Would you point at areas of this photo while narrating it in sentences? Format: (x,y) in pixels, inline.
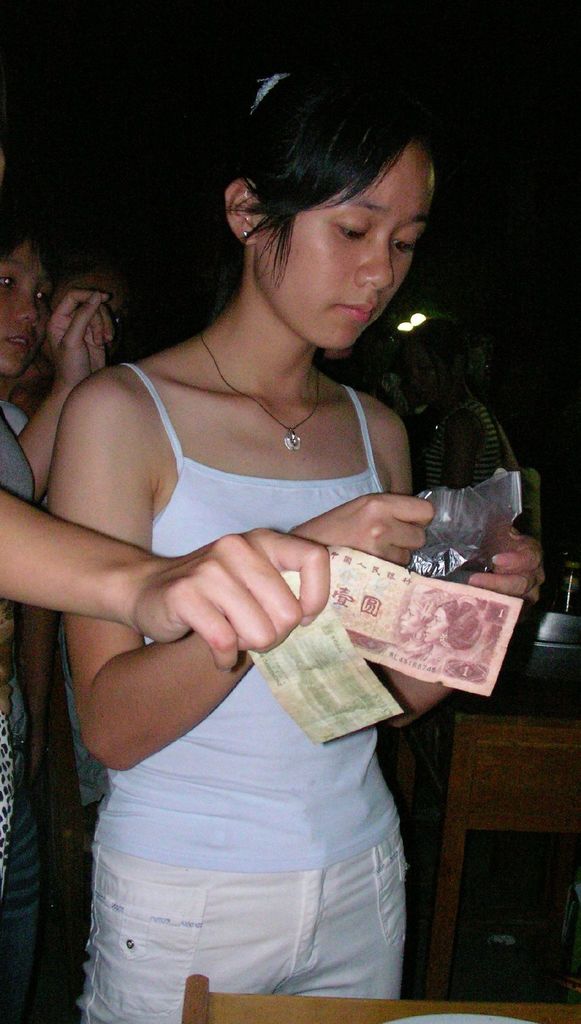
In this image, we can see persons (323,467) wearing clothes (496,438). There is a person hand (161,613) on the left side of the image (83,576) holding currency notes (351,660). There is a table (480,795).
